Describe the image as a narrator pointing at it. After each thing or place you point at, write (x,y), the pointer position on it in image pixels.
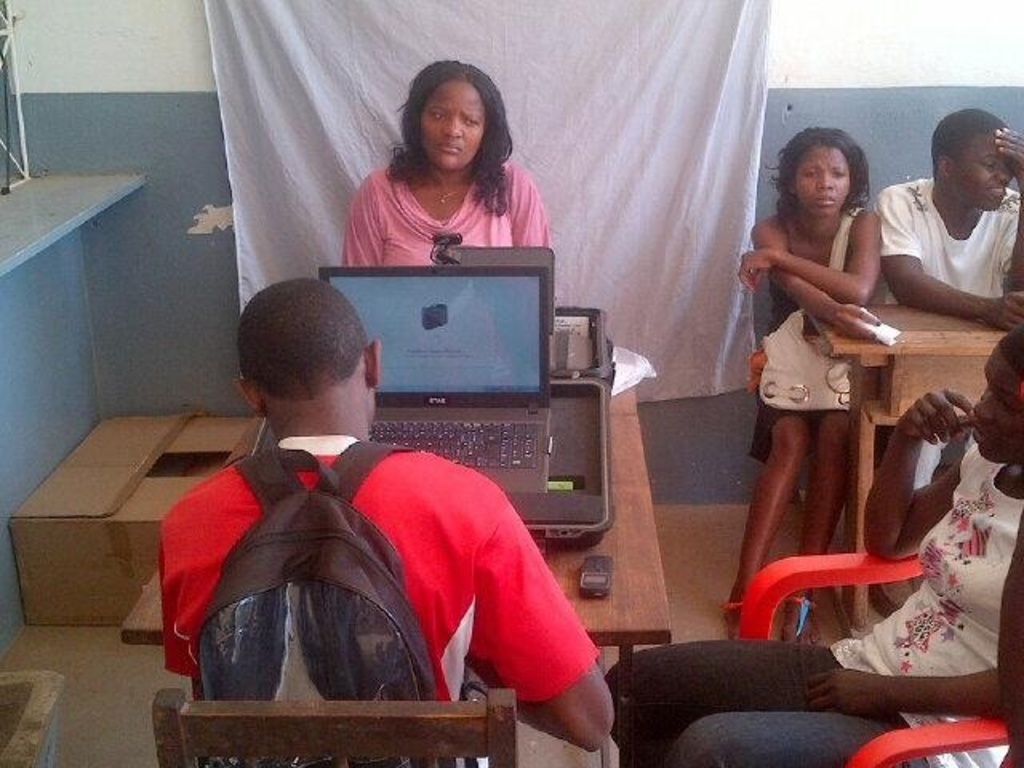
In this I can see a group of people (335,386) among them few are sitting on a chair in front of a table (617,468). On the table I can see there is a laptop (503,389) and other object (603,474) on it.
